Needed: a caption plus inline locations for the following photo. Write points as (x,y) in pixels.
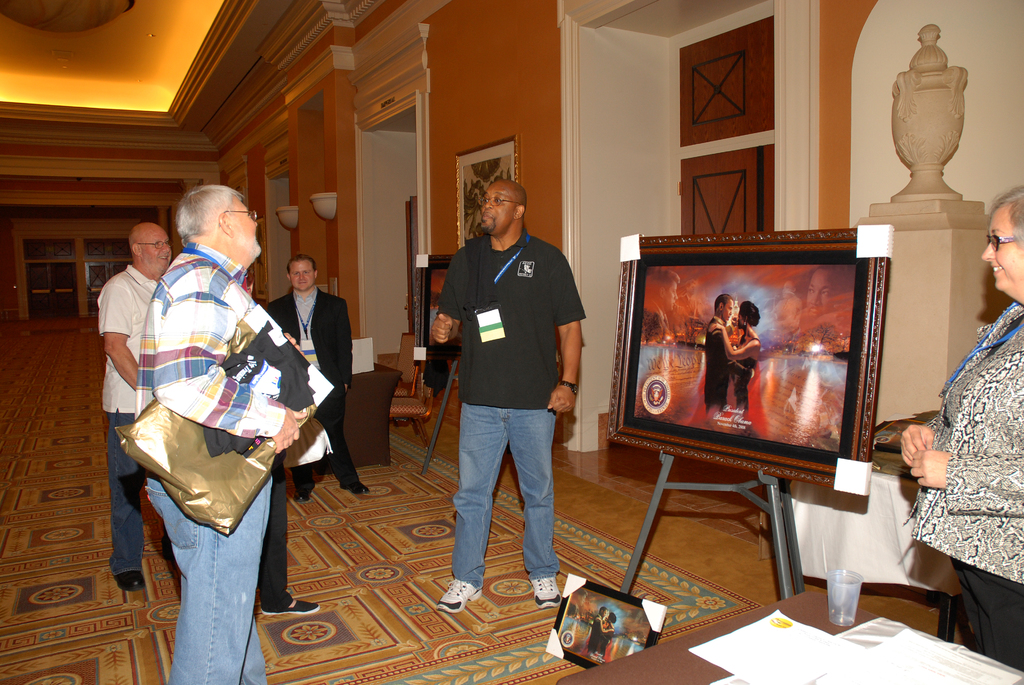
in the picture we can see a room (608,308) and in that room (288,538) persons (177,341) are standing and talking in front of a frame (766,352), there was a table (812,614) in that room (804,639), on the table (856,620) there was a glass (851,605) and papers (915,641), a woman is standing beside the table (695,658).
